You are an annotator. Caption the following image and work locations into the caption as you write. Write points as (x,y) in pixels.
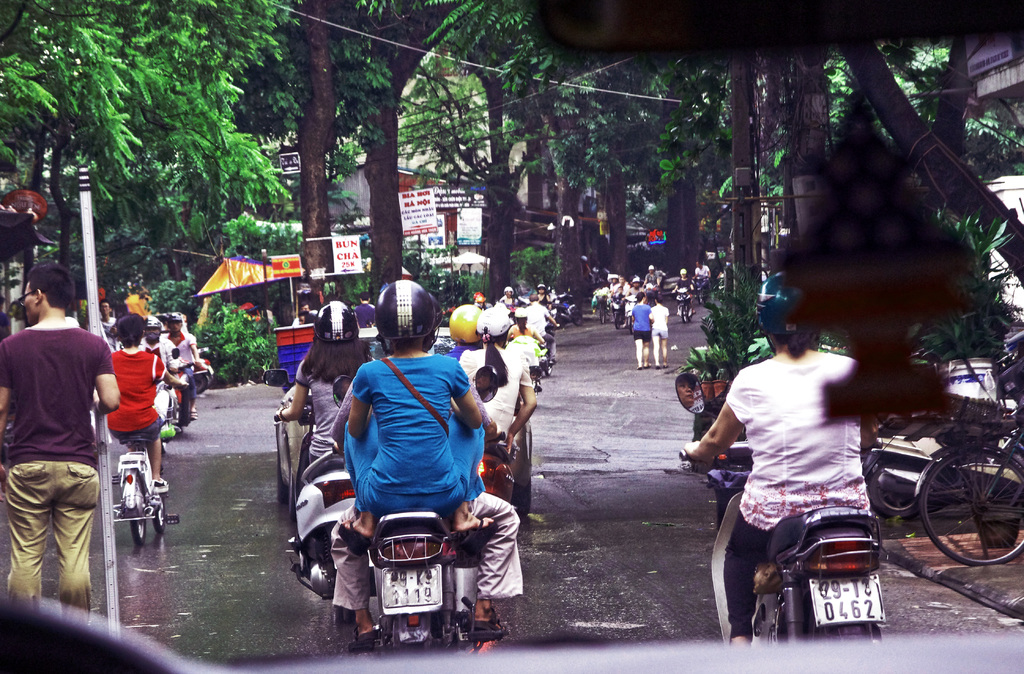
In the center of the image (402,354) there are people (817,429) driving on the road (241,420). In the background of the image (491,181) there are trees (331,138). There is a building (404,177). To the left side of the image (69,596) there is a person (27,464) walking holding a object (115,601) in his hand (0,468).
